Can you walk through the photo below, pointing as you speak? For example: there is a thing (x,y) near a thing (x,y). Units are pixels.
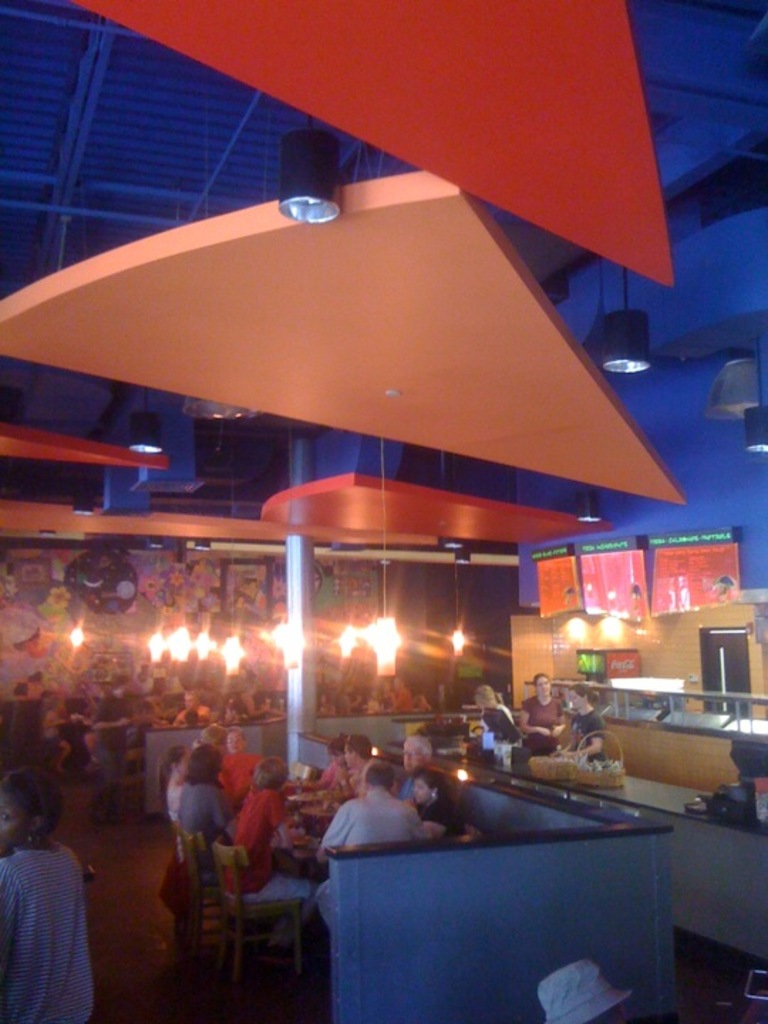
There are people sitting on chairs (297,964) and we can see pole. These people (578,720) are standing and we can see buckets (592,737) and objects (611,767) on the surface (543,784). In the background (325,625) we can see people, lights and painting (170,569) on the wall (156,557). At the top (597,336) we can see lights (315,160).
